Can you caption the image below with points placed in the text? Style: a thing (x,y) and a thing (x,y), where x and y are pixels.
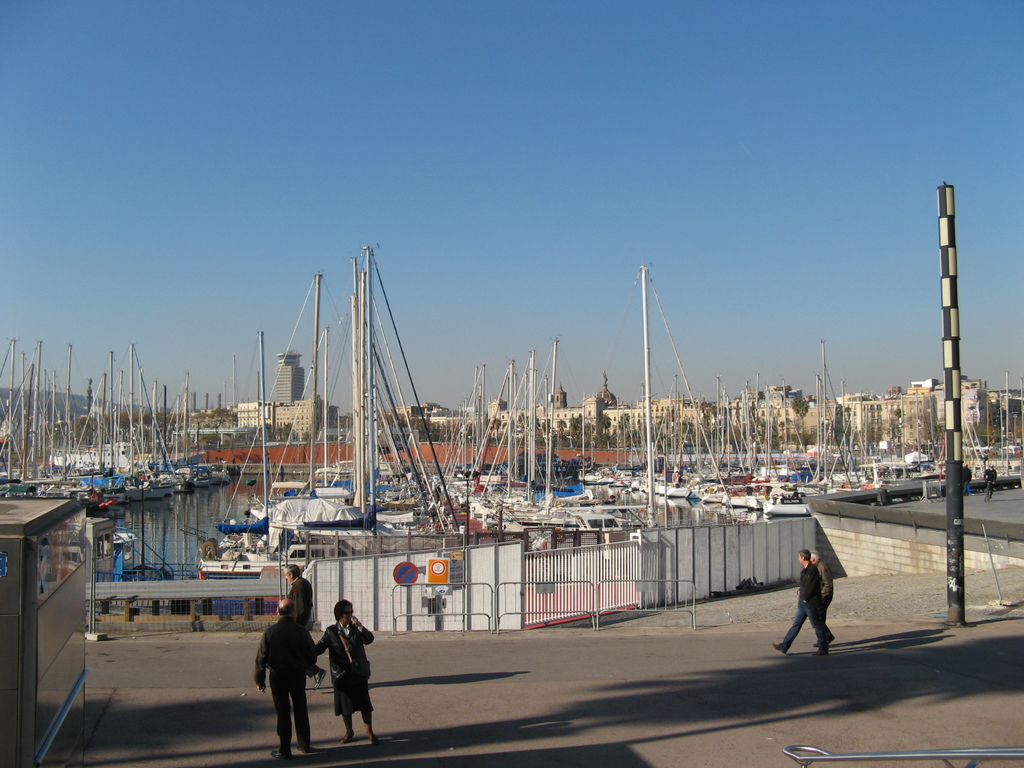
In this picture there are people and we can see poles (317,419), boards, railing (591,593), fence (583,605), boats (453,523), water (183,523) and objects (231,536). In the background of the image (506,94) we can see buildings (882,422) and sky (506,94) in blue color.
